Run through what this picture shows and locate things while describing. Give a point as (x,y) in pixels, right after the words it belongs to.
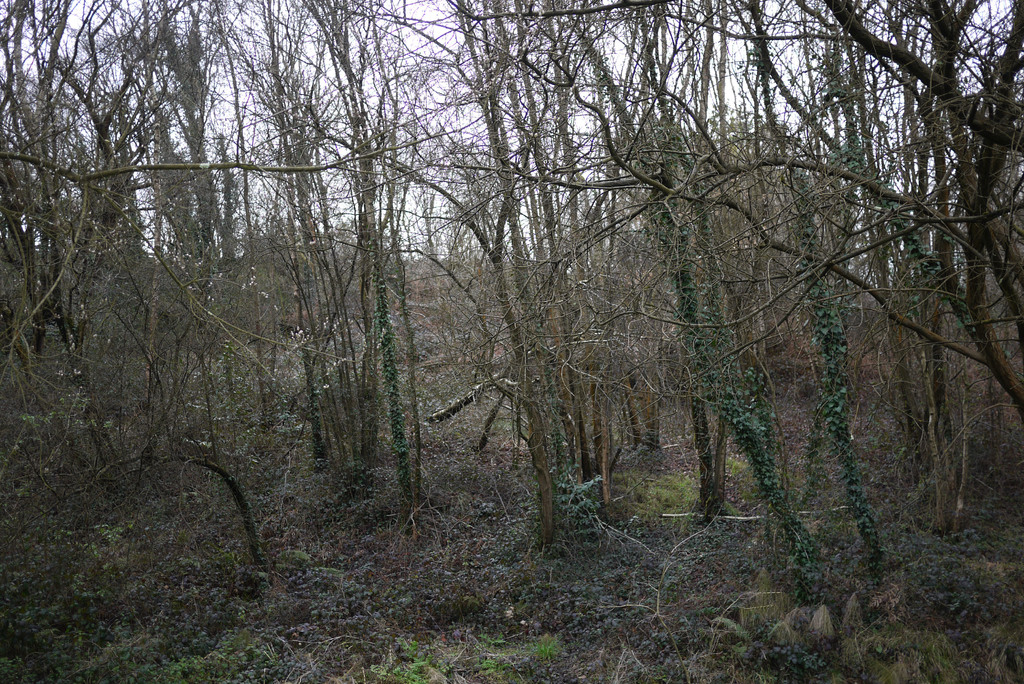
In this picture we can see many trees (1017,319). At the bottom (457,537) we can see the plants (520,618), grass (758,609) and stones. At the top (415,48) there is a sky (220,105).
